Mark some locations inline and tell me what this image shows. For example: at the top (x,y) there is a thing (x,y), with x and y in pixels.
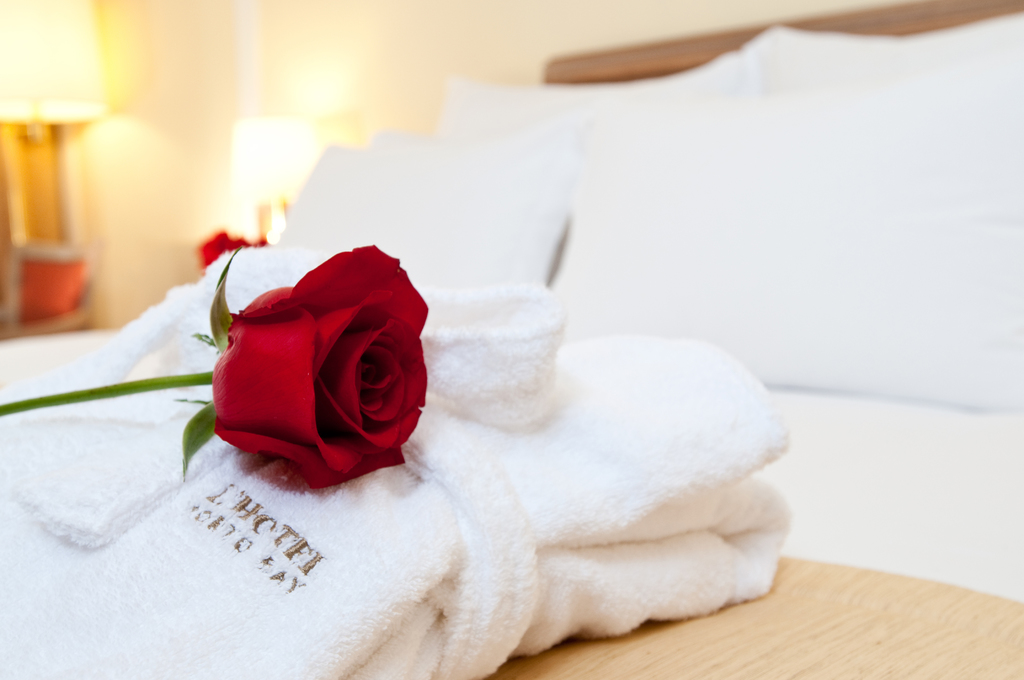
In this image there is a bed (843,420), on the bed (465,212) there are bed sheets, rose flower (258,352) kept on bathrobe (202,320), in the top left (199,166) there are lamps (240,138), wall (160,92).
